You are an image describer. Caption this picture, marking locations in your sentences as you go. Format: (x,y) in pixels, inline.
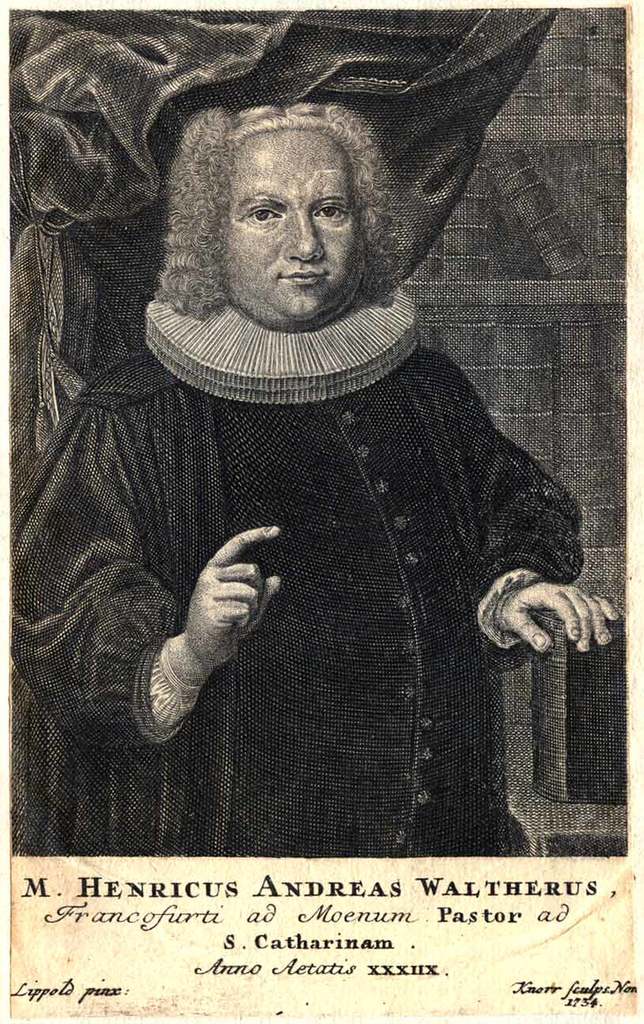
In this picture there is a poster (304,369) in the image.
